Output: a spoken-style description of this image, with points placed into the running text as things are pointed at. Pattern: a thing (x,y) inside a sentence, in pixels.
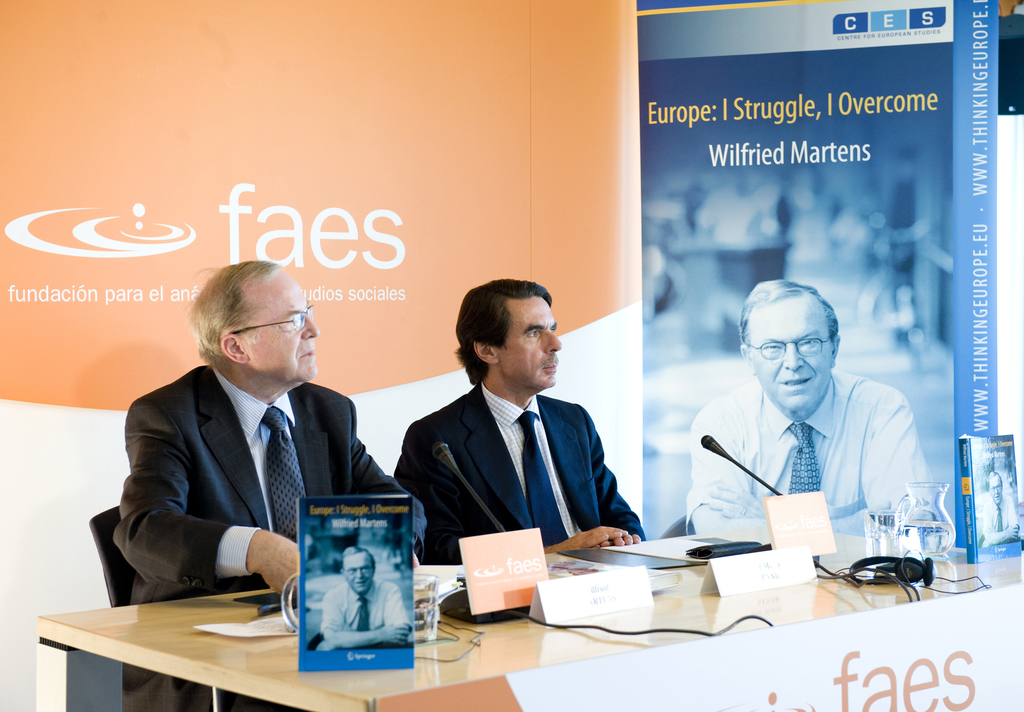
In the given picture, we can see two people (434,479) sitting on the chairs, after that we can see a wooden table (628,624) on which, we can see the electronic gadgets (816,564), water jars (907,540), glasses (898,539), papers (793,580), book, next behind the people (313,473), we can see two posters (493,201) included with images (668,213) and some text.
